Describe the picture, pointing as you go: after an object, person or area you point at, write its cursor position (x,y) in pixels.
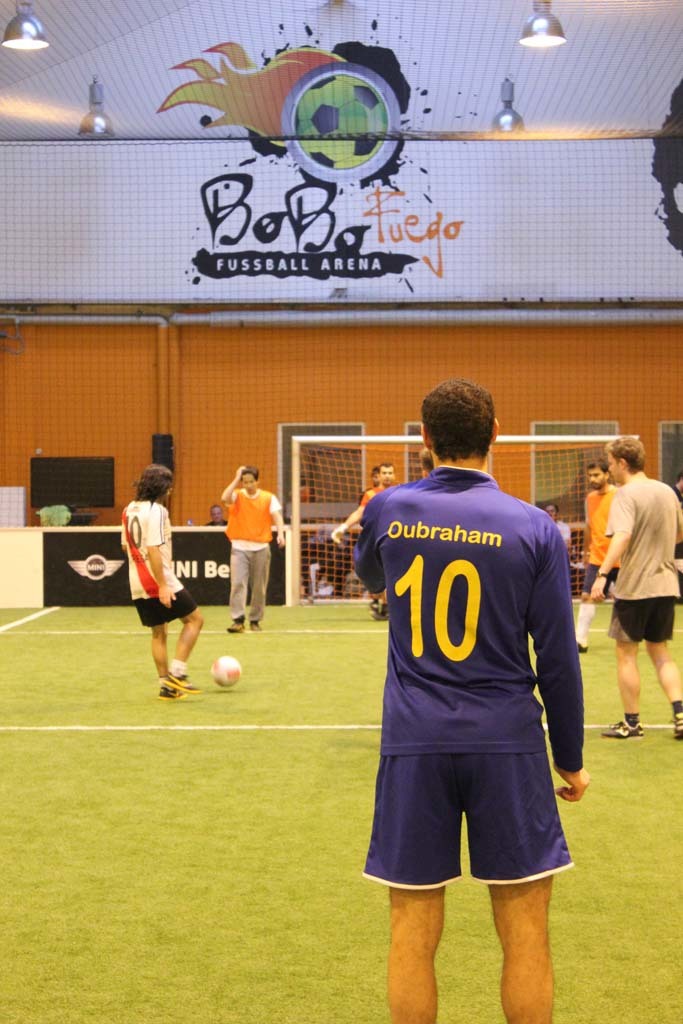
In the image few people (160,680) are standing and there is a football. At the bottom of the image (589,683) there is grass (174,1011). Behind them there is a net (183,155) and wall (668,395), on the wall (239,157) there is painting (682,192) and there are some lights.
